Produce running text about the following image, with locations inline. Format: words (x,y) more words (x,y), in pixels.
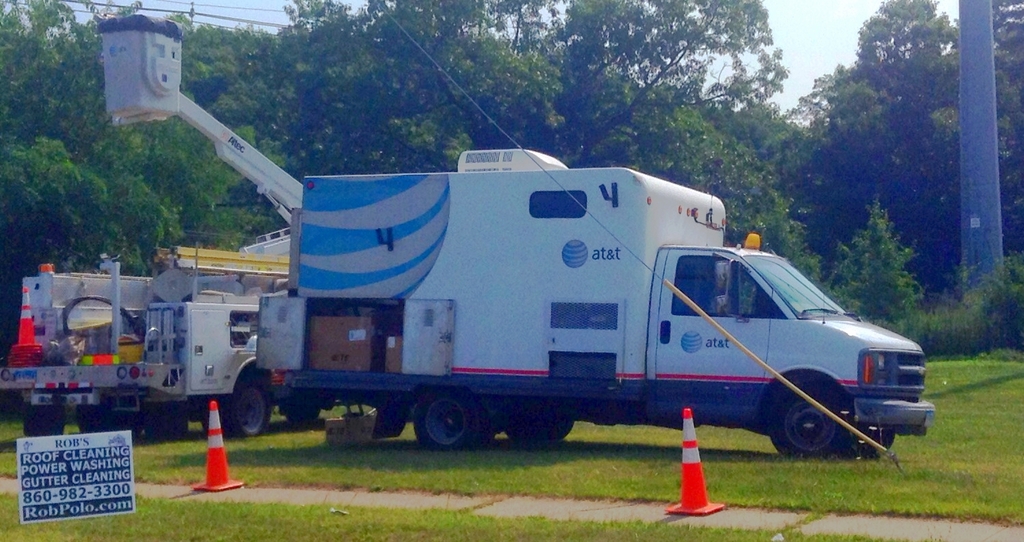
In this image we can see two vehicle (412,317) with some object (354,346) on the grass (642,442), there are two orange and white color object (695,475) on the floor (781,524) and there is a board (94,483) with some text (105,454) and in the background (168,223) there are few trees (950,163), a pole (980,122), wires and sky (787,53).
